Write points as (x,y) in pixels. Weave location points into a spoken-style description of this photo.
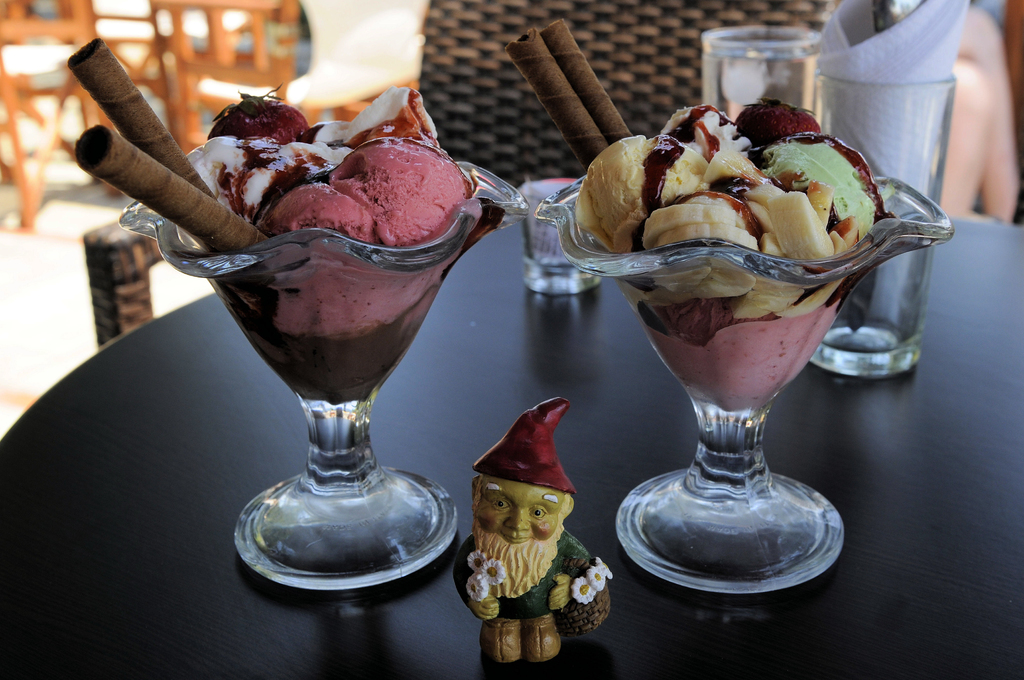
In this image in front (25,510) there is a table (172,552) and on top of the table (9,505) there are glasses (842,91), tissues (930,46) and ice creams (217,178). Behind the table (1005,295) there are chairs (200,87).
